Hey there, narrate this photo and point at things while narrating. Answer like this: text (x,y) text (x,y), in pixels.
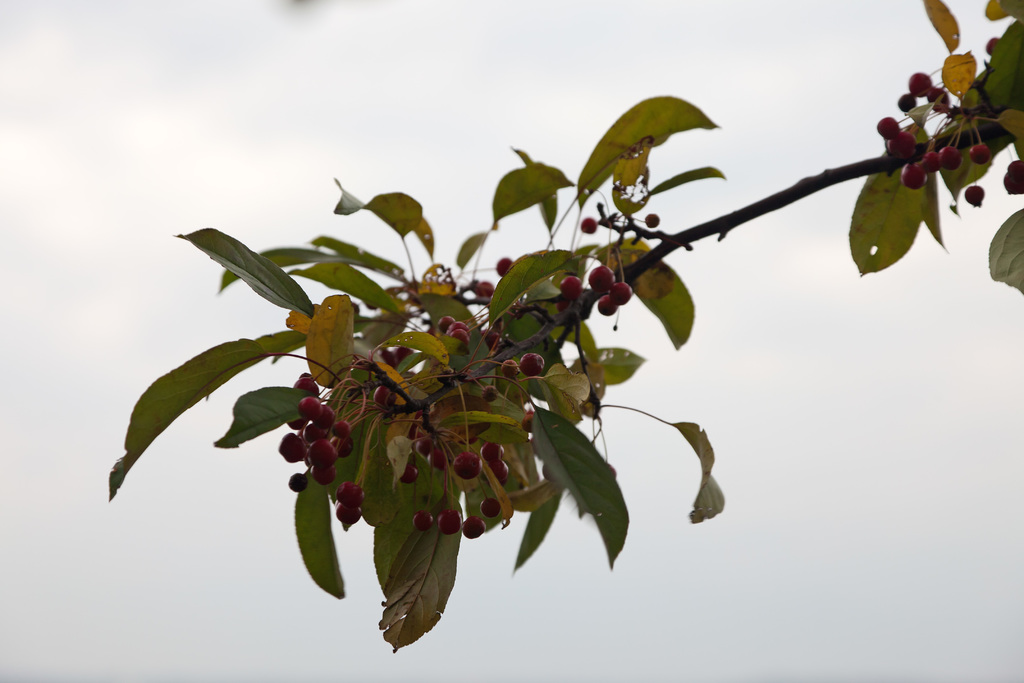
In this image I can see a tree (360,385) and to the tree (425,411) I can see some fruits (385,401) which are red in color. In the background (508,49) I can see the sky (352,94).
